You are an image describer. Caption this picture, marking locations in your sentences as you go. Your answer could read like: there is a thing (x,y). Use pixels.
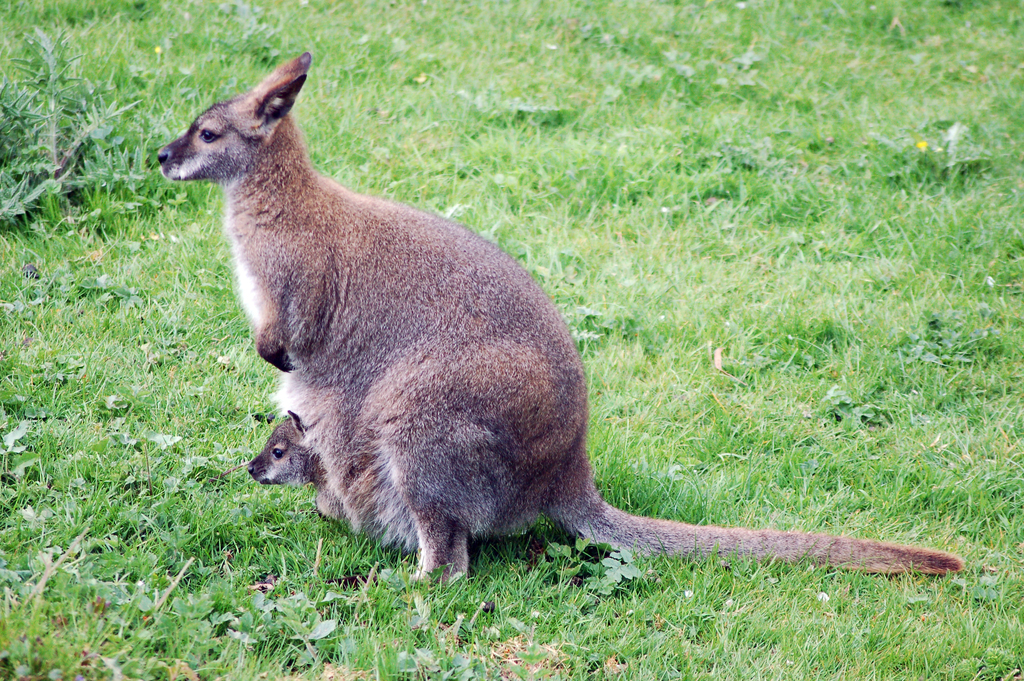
In this image there is a kangaroo (341,320) sitting on the ground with its baby (300,477). On the ground (276,509) there are small plants (268,493) and grass (245,567).
